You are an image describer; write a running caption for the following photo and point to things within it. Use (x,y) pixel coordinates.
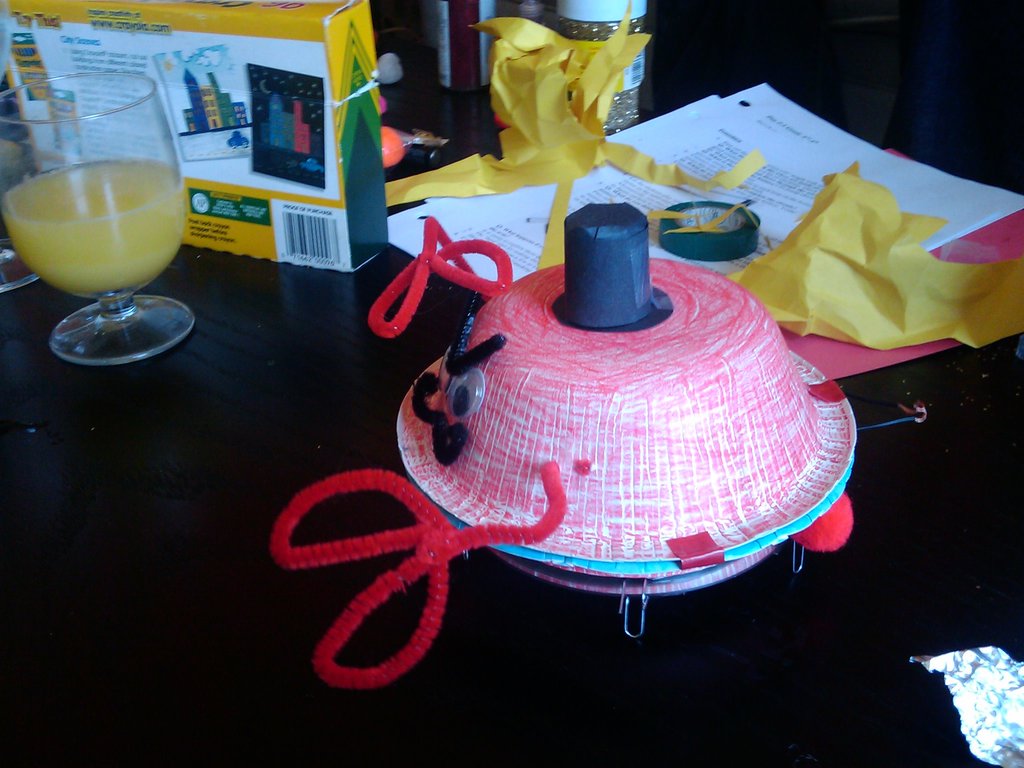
In the center of the image (431,505) there is a hat (795,459) placed on the table (595,613). There is a glass (55,352), some papers (710,270) and a tape (708,251) placed on a table (734,740). there is a box (344,240) which is on the table (362,348).
